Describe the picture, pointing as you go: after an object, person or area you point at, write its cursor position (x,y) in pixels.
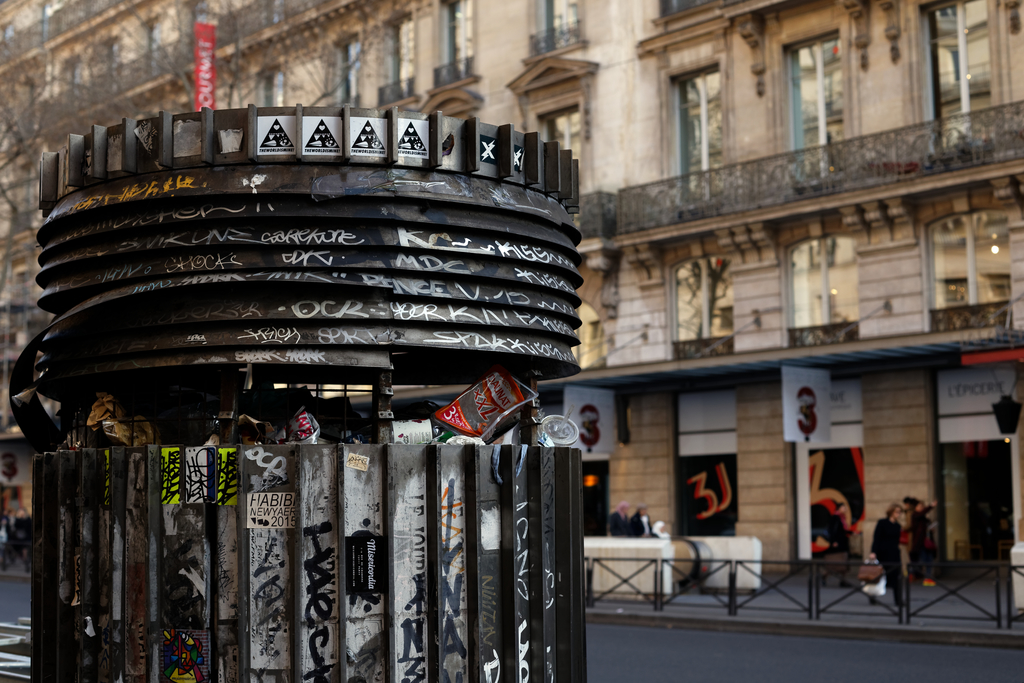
In front of the picture, we see a garbage bin (279,318) in black color. At the bottom of the picture (695,652), we see the road (748,653). Beside that, we see a railing (656,585). The woman (880,532) in black shirt (891,522) is walking. Behind her, we see a building (783,416) which has doors (982,446) and windows (803,93). There are trees (175,81) and buildings (279,65) in the background (116,61). We see a red color banner (203,73) with some text (205,55) written on it.
